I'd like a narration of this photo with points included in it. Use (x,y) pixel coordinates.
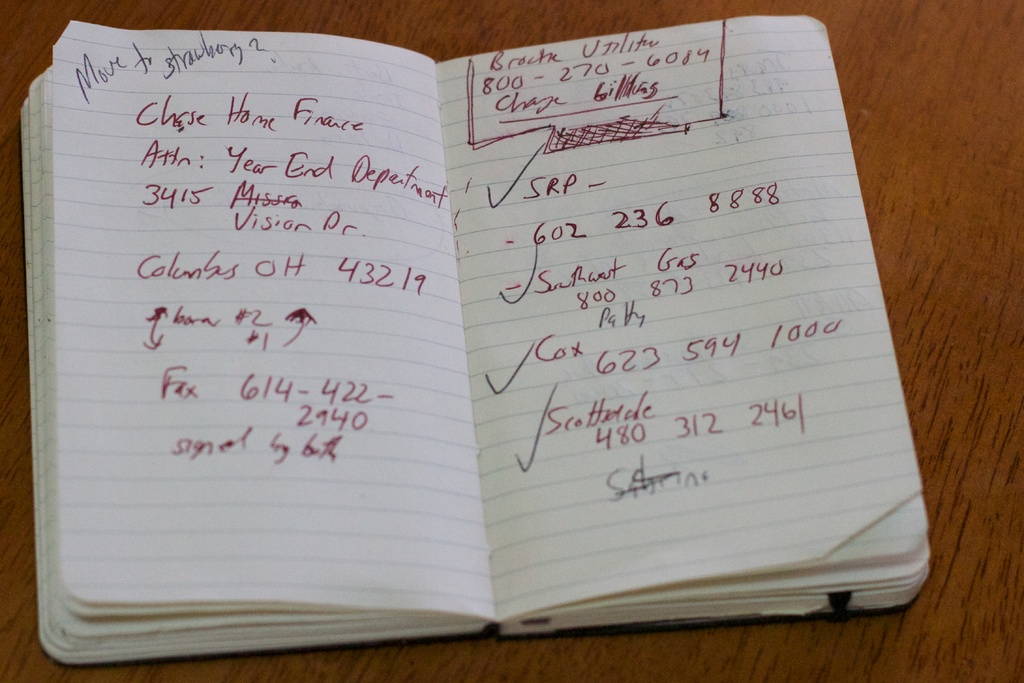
In this image I can see a book (439,289) and something is written on it. Book (806,371) is on the brown color surface (947,432).
